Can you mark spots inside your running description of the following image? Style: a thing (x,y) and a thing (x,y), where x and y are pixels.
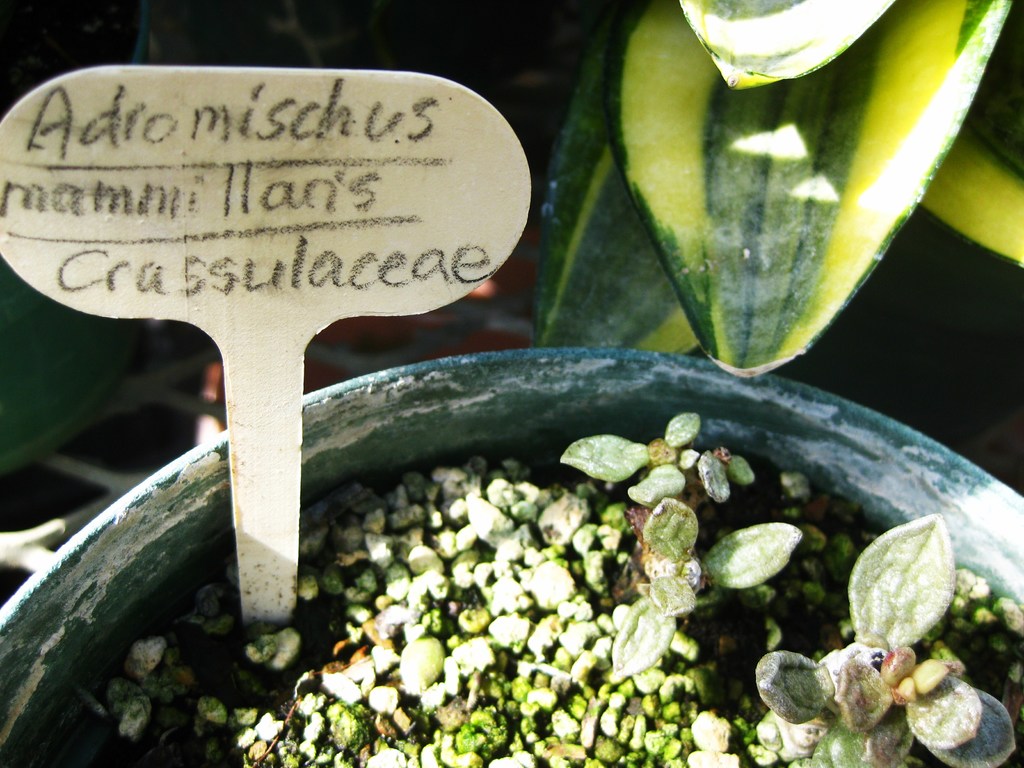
In this picture I can see plants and a board (301,448) in a pot (211,489), there are words (236,184) on the board (366,252), and in the background (617,184) there are leaves (574,182).
